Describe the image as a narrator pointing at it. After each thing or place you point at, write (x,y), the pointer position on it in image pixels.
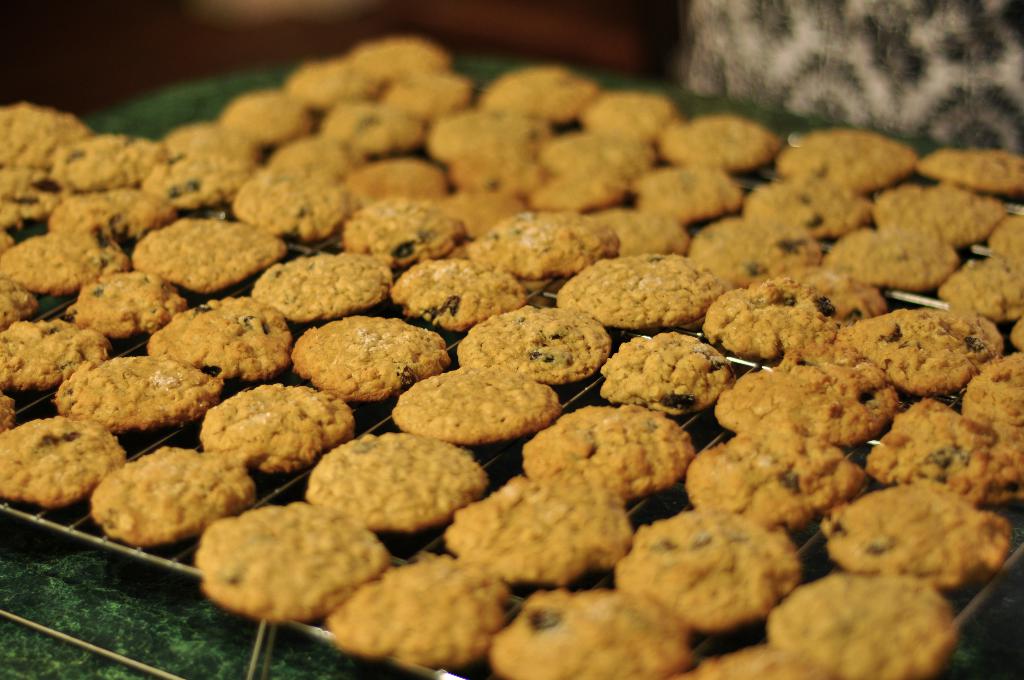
In this image I can see number of brown colour cookies (375,211) on the grill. On the top right side of the image (786,26) I can see a white colour thing (758,52) and I can also see this image is little bit blurry.
